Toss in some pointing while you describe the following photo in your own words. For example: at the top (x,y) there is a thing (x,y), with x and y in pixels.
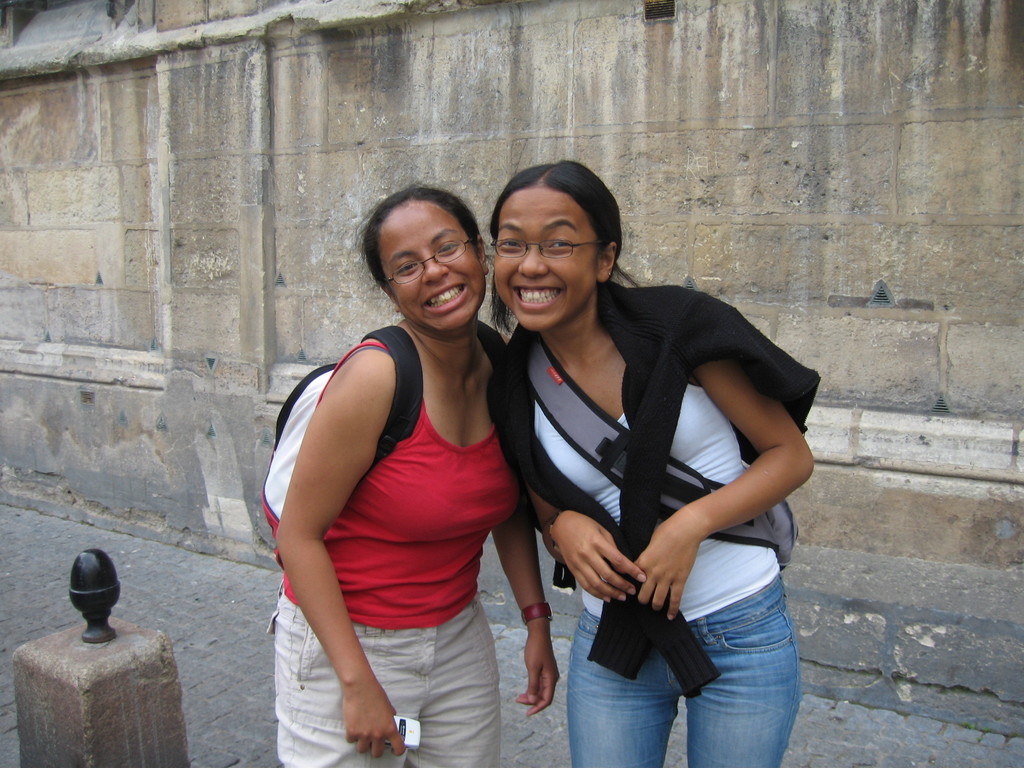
In this image there are two women (479,504) one is wearing red T-shirt (405,527), grey color pant (405,634) and another one is wearing white T-shirt (613,506) and blue jeans (758,681) they are smiling and posing to a photograph in the left (142,703) there is a small pillar (93,681) in the background (279,302) there is a wall (297,279).
